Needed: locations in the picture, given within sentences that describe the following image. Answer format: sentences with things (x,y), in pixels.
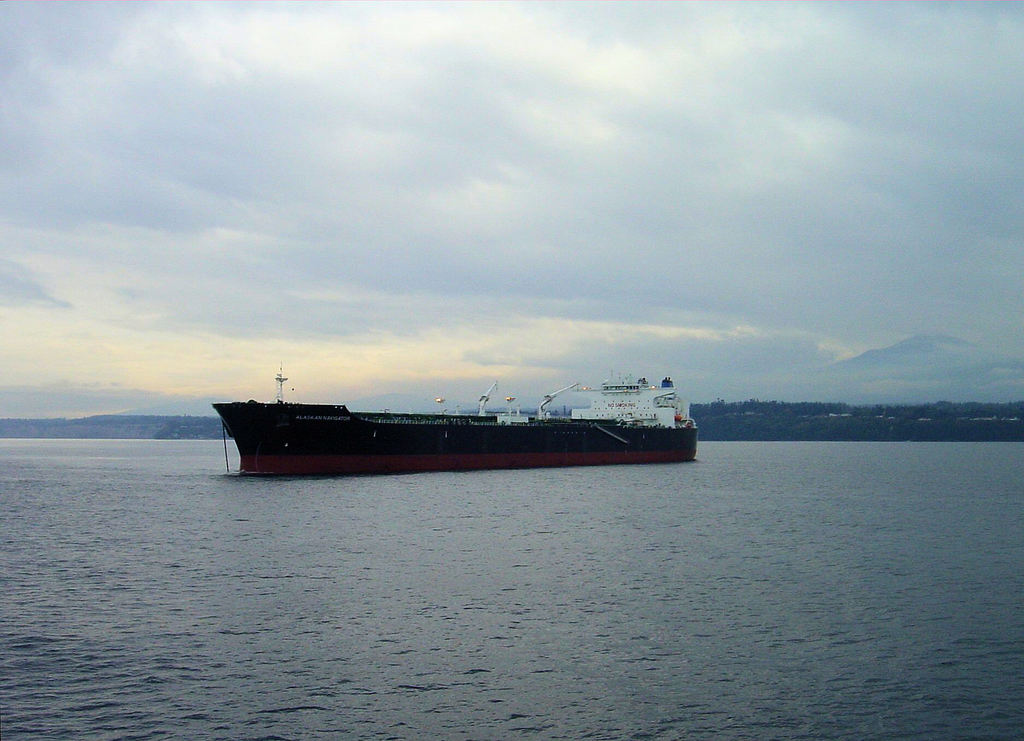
In this image we can see sky (435,166) with clouds (414,166), hills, trees (899,428), ship (658,447) and water (399,621).
